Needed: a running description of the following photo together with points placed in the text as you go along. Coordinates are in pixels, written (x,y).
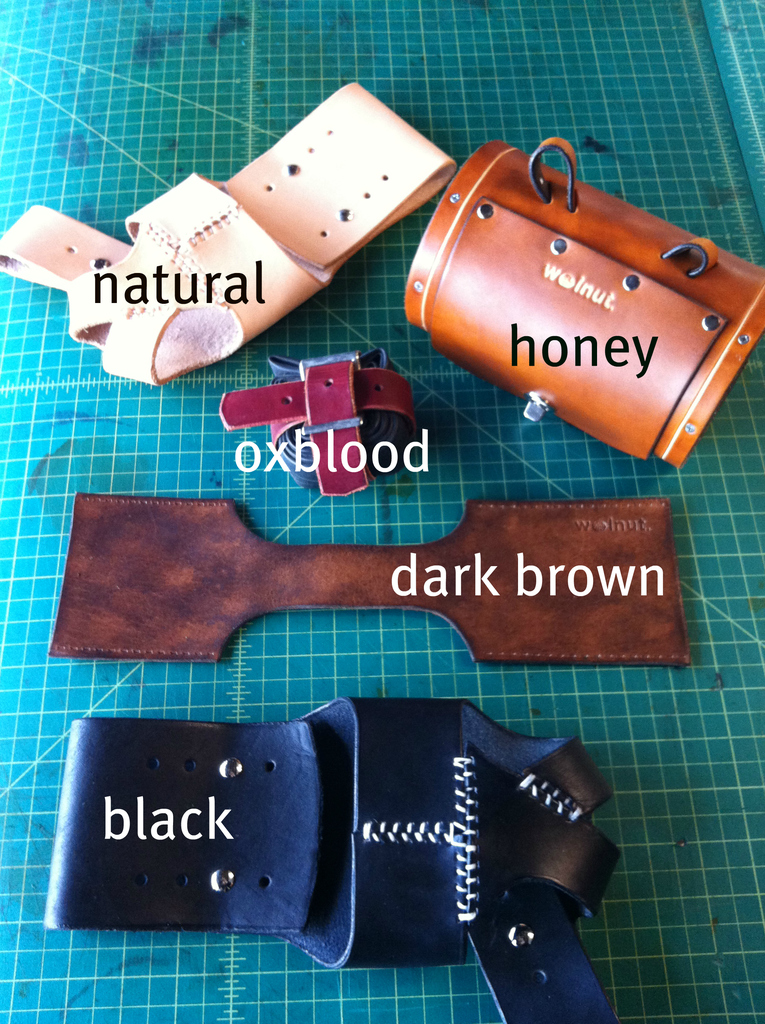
In the picture I can see a box (610,443) and some other objects (449,541) on a green color surface (345,632). I can also see something written on the image.
